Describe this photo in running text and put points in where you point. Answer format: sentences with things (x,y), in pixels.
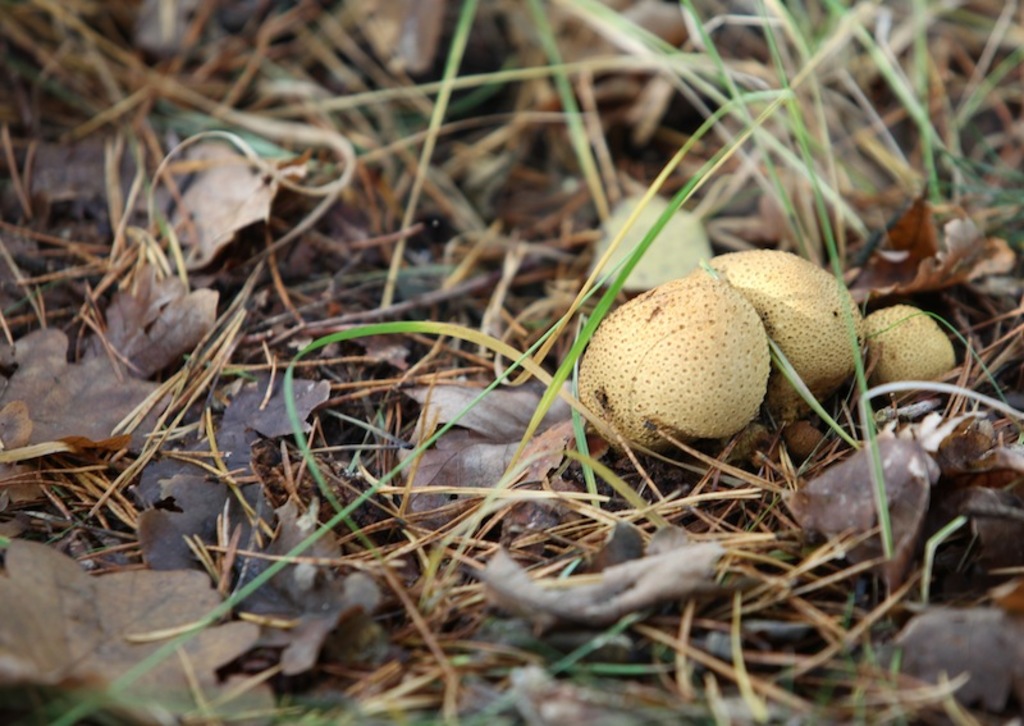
In this image, we can see few grass (957,152), dry leaves (2,601) and few objects (672,373).
